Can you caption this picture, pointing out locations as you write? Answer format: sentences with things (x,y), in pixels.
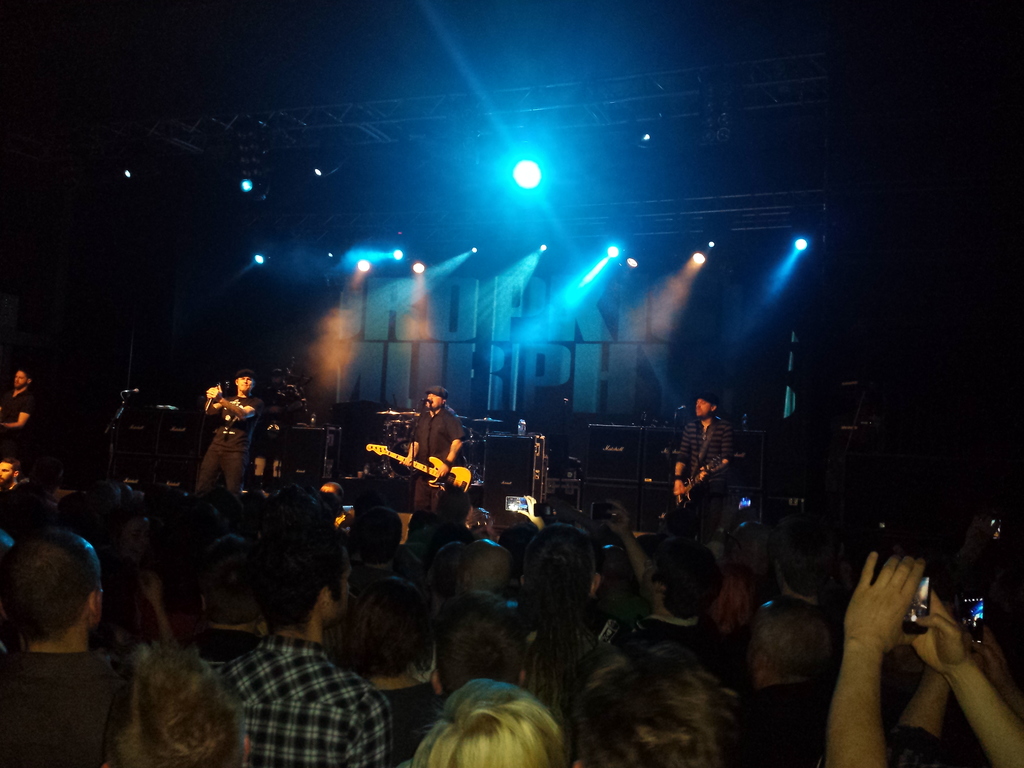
It is a stage show. A person (450,457) in black dress (425,436) is holding a guitar (435,470). Another person (225,424) is holding a mic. And there is a audience (483,570) in front of them. There are many speakers (487,482) on the stage (349,454). In the background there are many lights (578,285). There is a banner (490,357) in the background (490,357).
